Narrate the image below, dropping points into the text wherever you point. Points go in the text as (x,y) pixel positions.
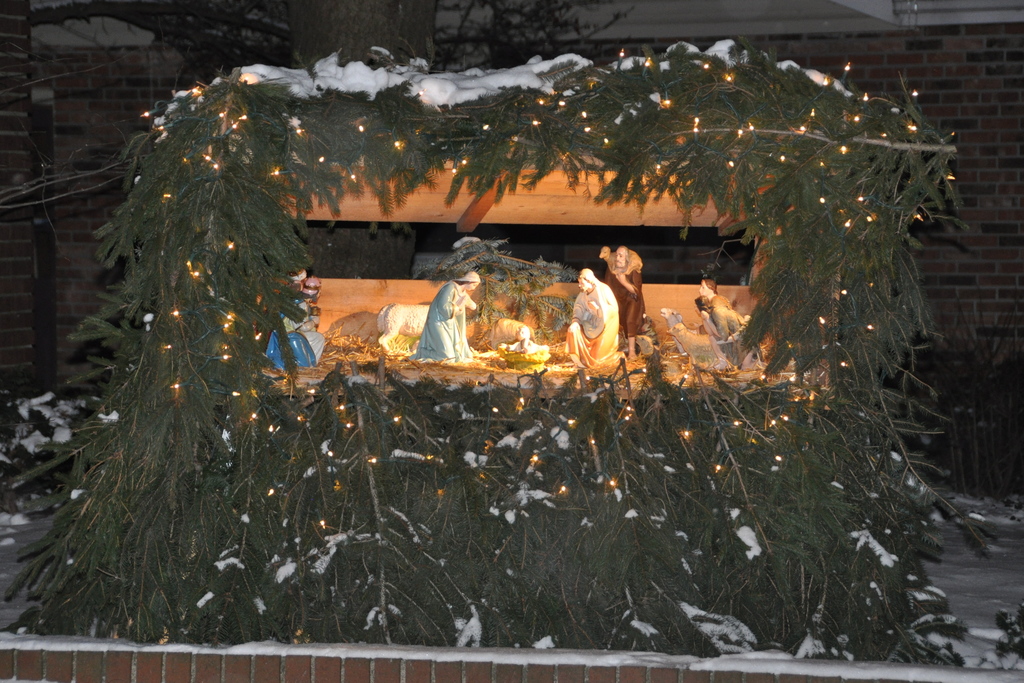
In this image, we can see green leaves (713,401) with stems (536,123). In between, there are few idols (501,331) and wooden boards (328,317). Background (354,38) we can see a brick wall (977,89), tree trunk (376,19). Here we can see snow (970,615) and decorative lights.
